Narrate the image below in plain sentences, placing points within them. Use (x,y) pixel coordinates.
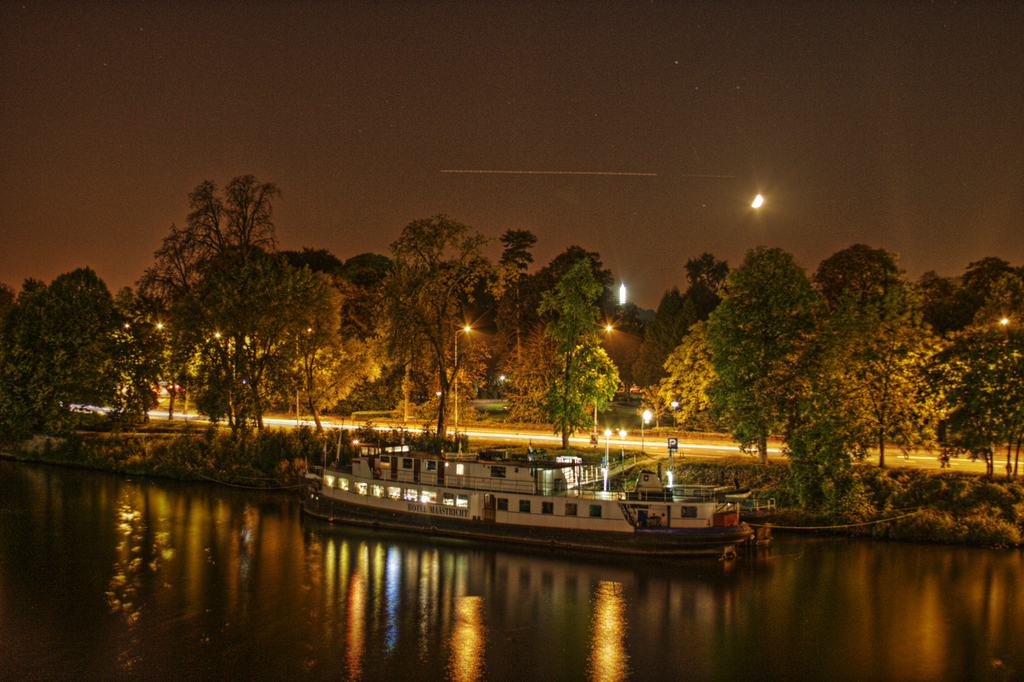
At the bottom of this image (650,505), we can see there is a boat (664,507) having lighting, on the water (460,571). In the background (529,399), there are trees (787,367), lights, a road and grass (950,489) on the ground (939,485) and there are clouds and stars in the sky (547,86).
